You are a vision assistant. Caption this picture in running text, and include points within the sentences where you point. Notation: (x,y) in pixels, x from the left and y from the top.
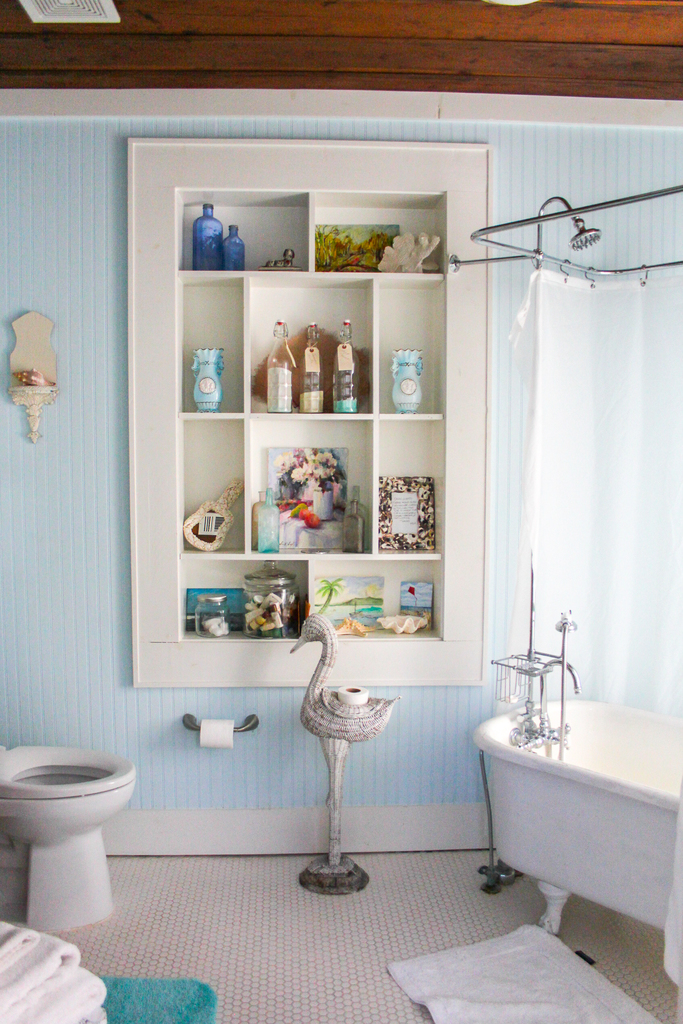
In the picture we can see inside the washroom (111,796) with a toilet seat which is white in color and inside we can see a tissue roll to the wall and bath tub (566,839) which is white in color and to the wall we can see some racks (254,469) with some things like liquid bottles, photo frames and to the floor (372,980) we can see some floor mat (451,951) which is white in color.
